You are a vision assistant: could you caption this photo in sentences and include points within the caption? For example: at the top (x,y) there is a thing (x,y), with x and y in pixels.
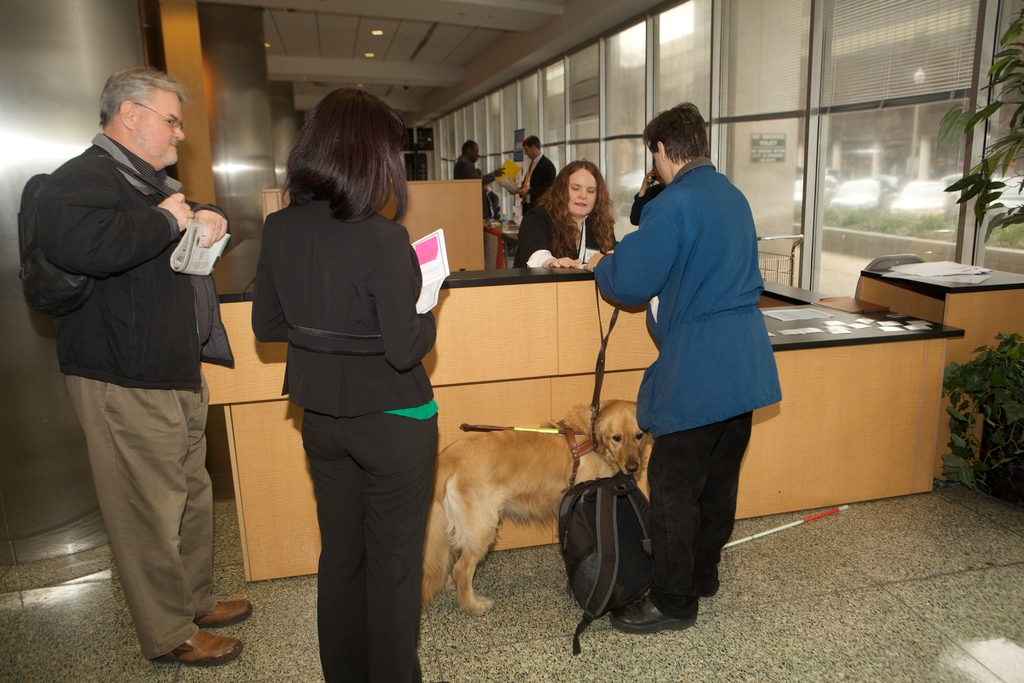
There is a woman (623,299) standing on the right side (753,224) and she is holding a dog (568,419) in her hand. There is a woman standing on the left side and there is a man (215,351) standing on the left side (232,658). In the background (496,172) we can see a two people (476,171) are having a conversation.
